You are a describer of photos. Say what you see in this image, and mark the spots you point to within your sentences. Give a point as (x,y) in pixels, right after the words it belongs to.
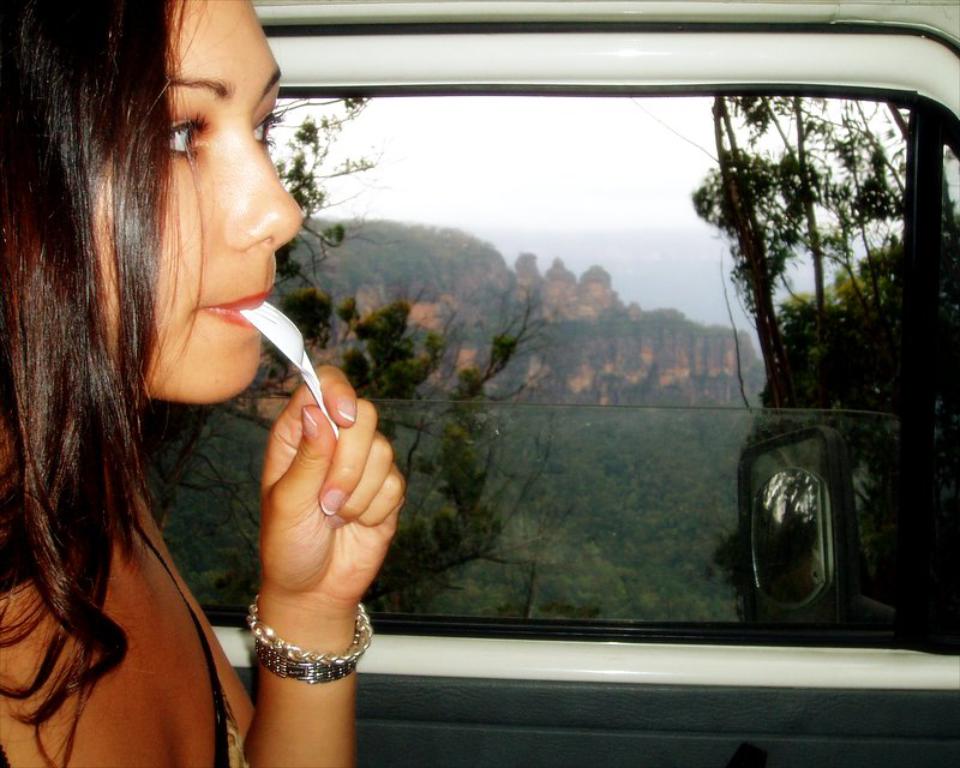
In the foreground of this image (130,446), on the left (133,452), there is a woman (163,388) holding a spoon (270,316) in her mouth (257,302). Behind her, there is a glass window (589,572) and a mirror (797,542) of a vehicle (797,542). In the background (801,354), there are trees (800,317), a cliff (568,292) and the sky (528,139).
